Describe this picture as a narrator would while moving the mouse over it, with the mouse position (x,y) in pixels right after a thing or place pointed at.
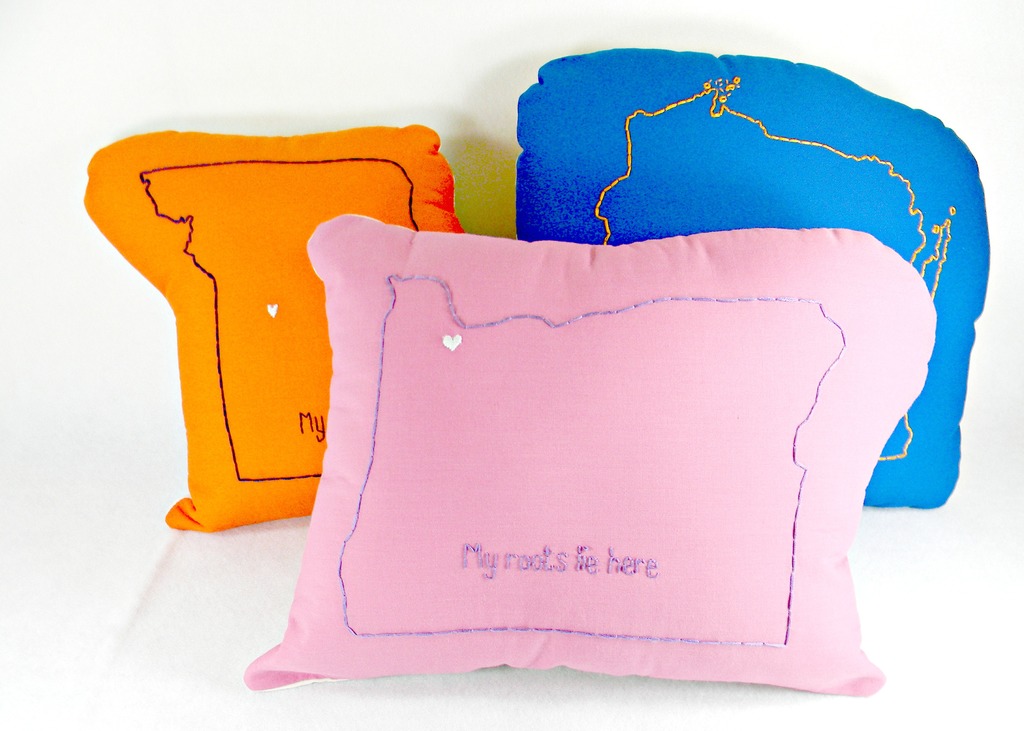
In this image, we can see cushions (587,538) with embroidery work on the white surface (971,449).
